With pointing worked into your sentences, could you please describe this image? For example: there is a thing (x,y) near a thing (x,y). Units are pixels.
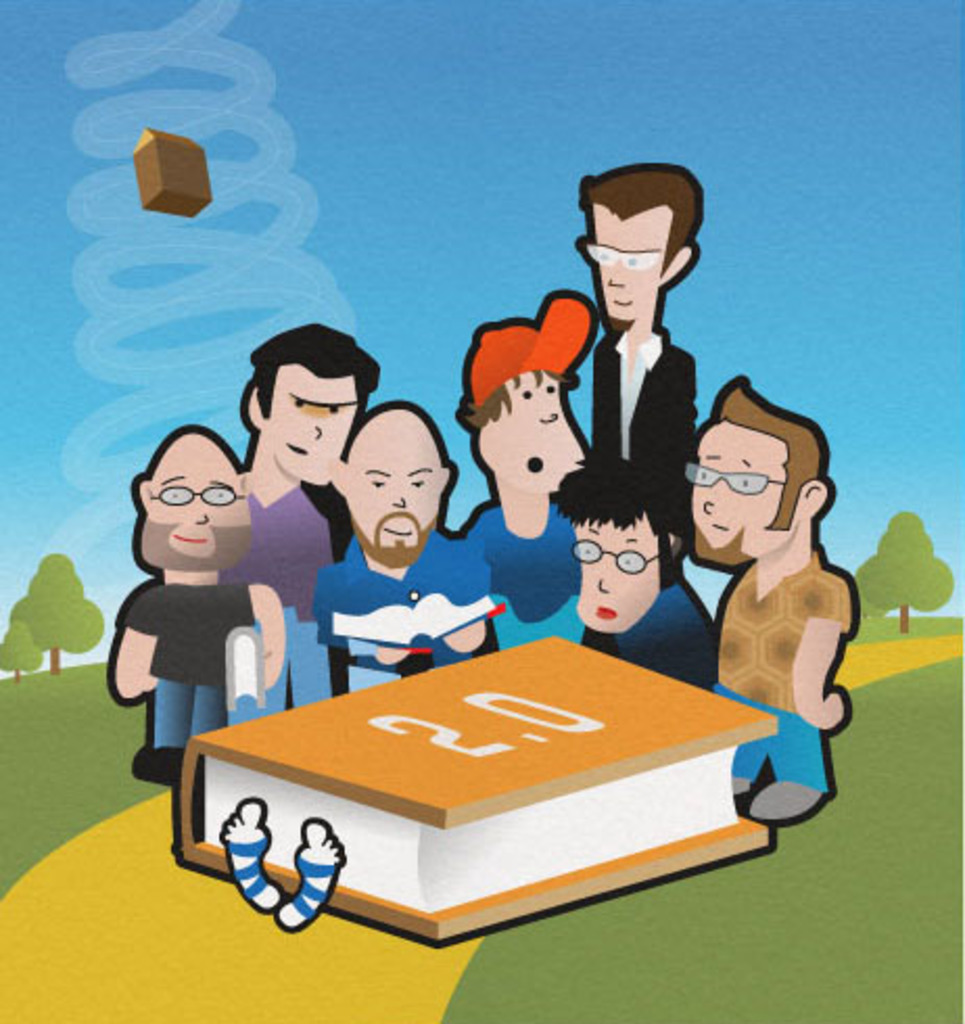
This image is an animation. In this image we can see people (416,451) standing. At the bottom (482,912) there is a book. In the background (63,603) we can see trees (880,563) and sky (454,235).
